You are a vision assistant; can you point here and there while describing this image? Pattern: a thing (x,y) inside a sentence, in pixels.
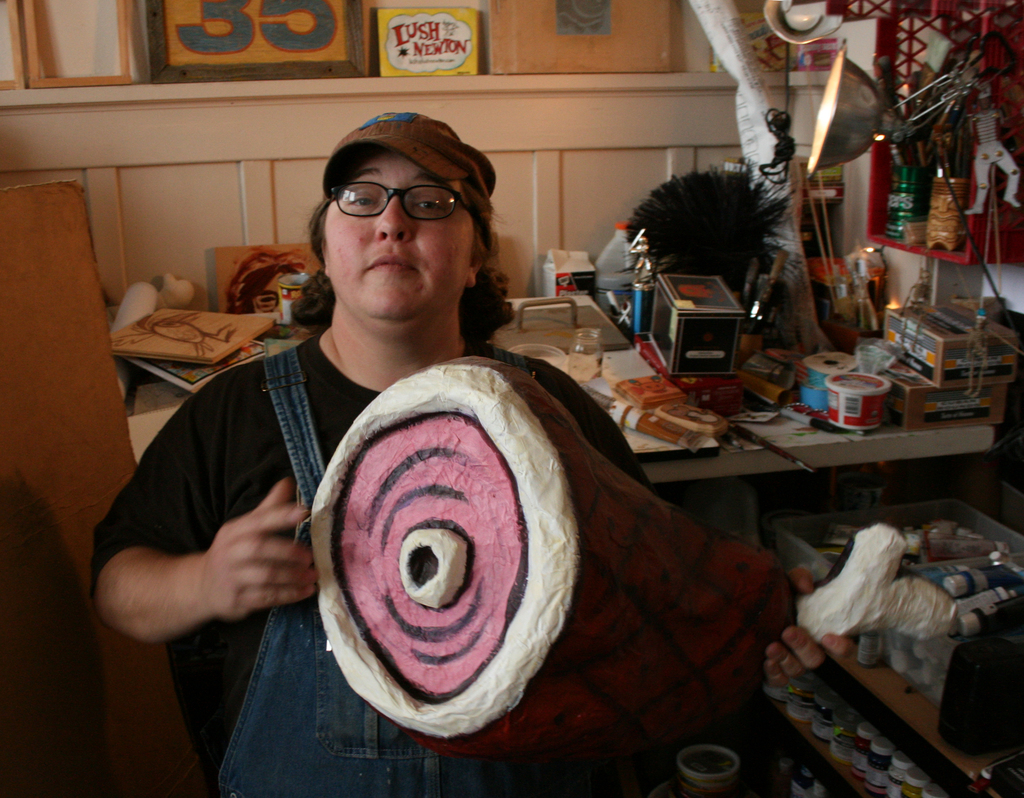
This is an inside view. Here I can see a person (269,486) holding an object (420,551) in the hands (236,560) and looking at the picture. At the back of this person (621,440) there is a table (909,444) on which few boxes (700,367), books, bottles (613,263) and many other objects (568,311) are placed. On the left side (68,639) there is a wooden plank (49,548). On the right side (936,720) there are few racks (858,720) in which bottles (874,746) are arranged. In the top right-hand corner (853,126) there is a lamp (841,101). In the background (456,96) there is a wall (456,96).
